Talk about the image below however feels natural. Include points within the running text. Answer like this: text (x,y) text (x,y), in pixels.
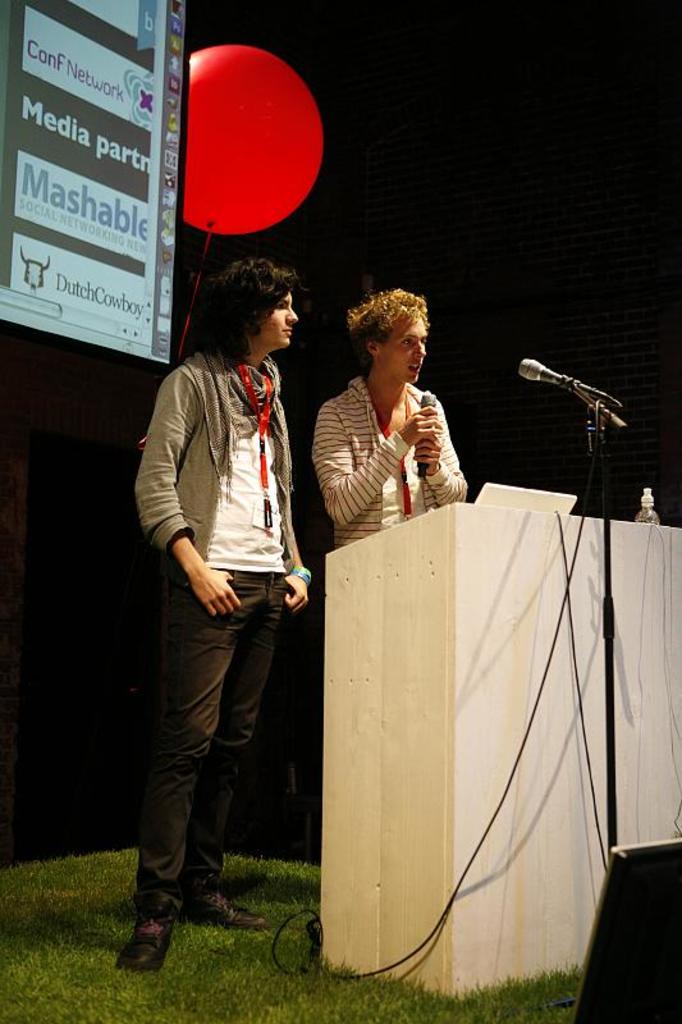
This picture might be taken inside a conference hall (549,395). In this image, in the middle (241,528), we can see two men (345,458). One man (378,414) is holding a microphone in his hand (431,466) and other man (220,608) is standing on the grass (185,983). These two mens (216,881) are standing in front of a podium (505,584), on that podium (517,542), we can see a laptop (528,496) and a bottle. On the right side (645,848), we can also see a microphone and speakers (629,1007). On the left side (133,222), there is a screen (125,70) and red color balloon (279,84). In the background (372,122), we can see black color.
